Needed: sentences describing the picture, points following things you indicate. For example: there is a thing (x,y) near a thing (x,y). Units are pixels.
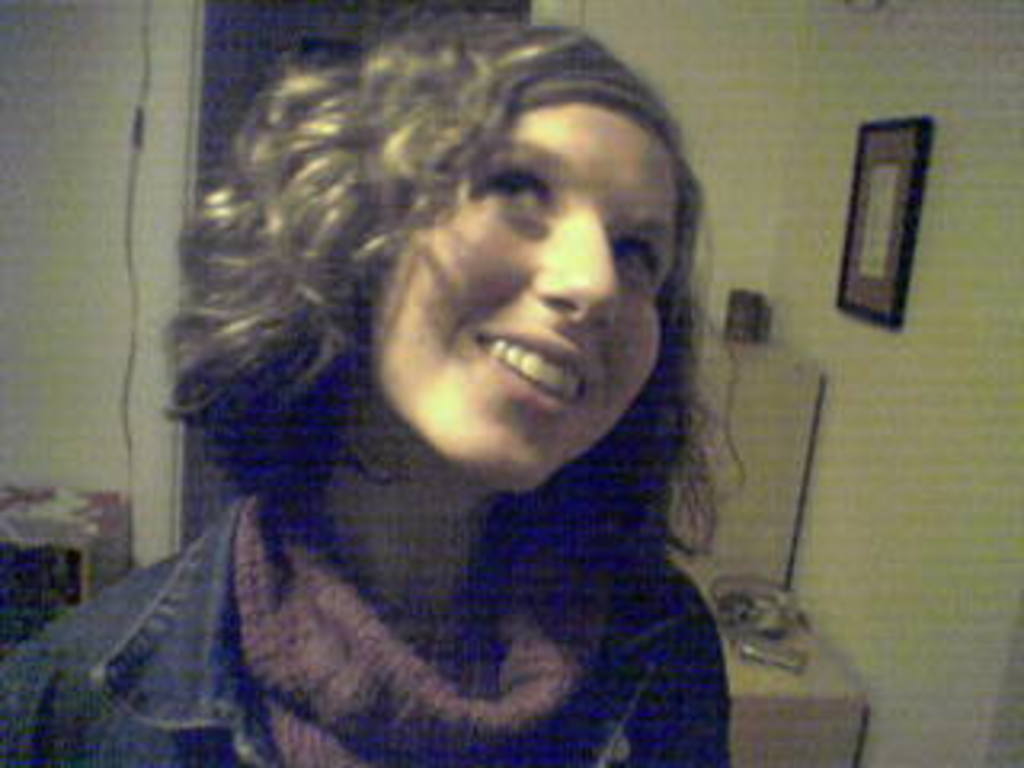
In this picture, there is a woman (416,481) wearing a jacket (201,718) and a scarf (485,721). Towards the right (906,447), there is a wall (909,341) with a frame (881,283).
